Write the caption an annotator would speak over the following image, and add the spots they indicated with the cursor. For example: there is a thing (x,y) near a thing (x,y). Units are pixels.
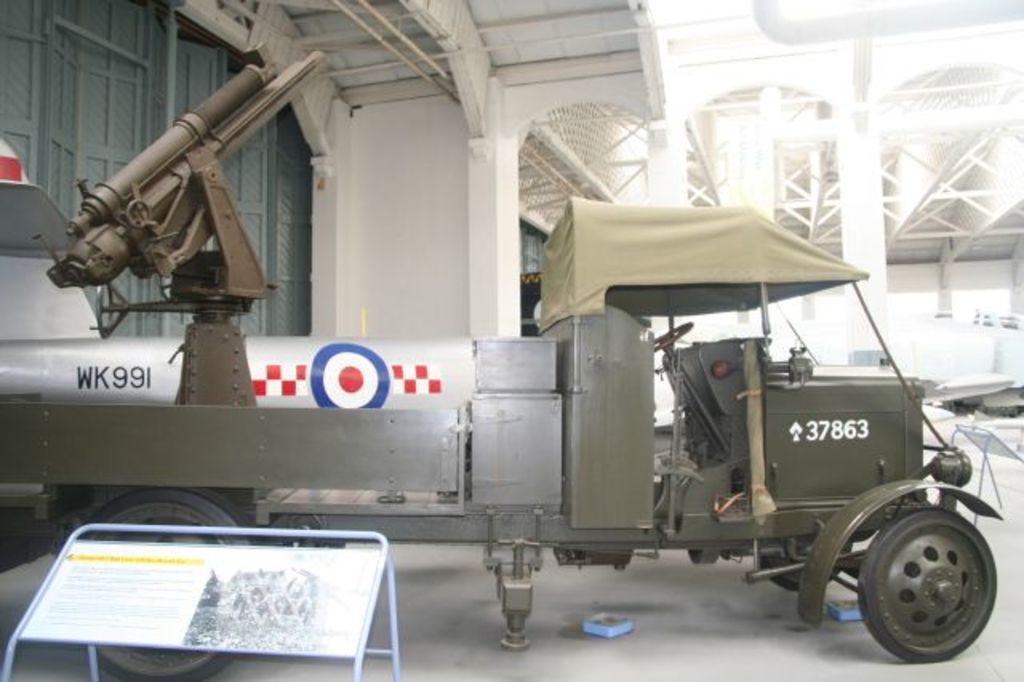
In this image I can see a white colour board (100,604) on the left side (211,574) and on it I can see something is written. Behind it I can see a vehicle (416,449), few doors (65,145) and on the left side of this image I can see something is written. I can also see few blue colour thing (622,623) on the ground (769,610).
